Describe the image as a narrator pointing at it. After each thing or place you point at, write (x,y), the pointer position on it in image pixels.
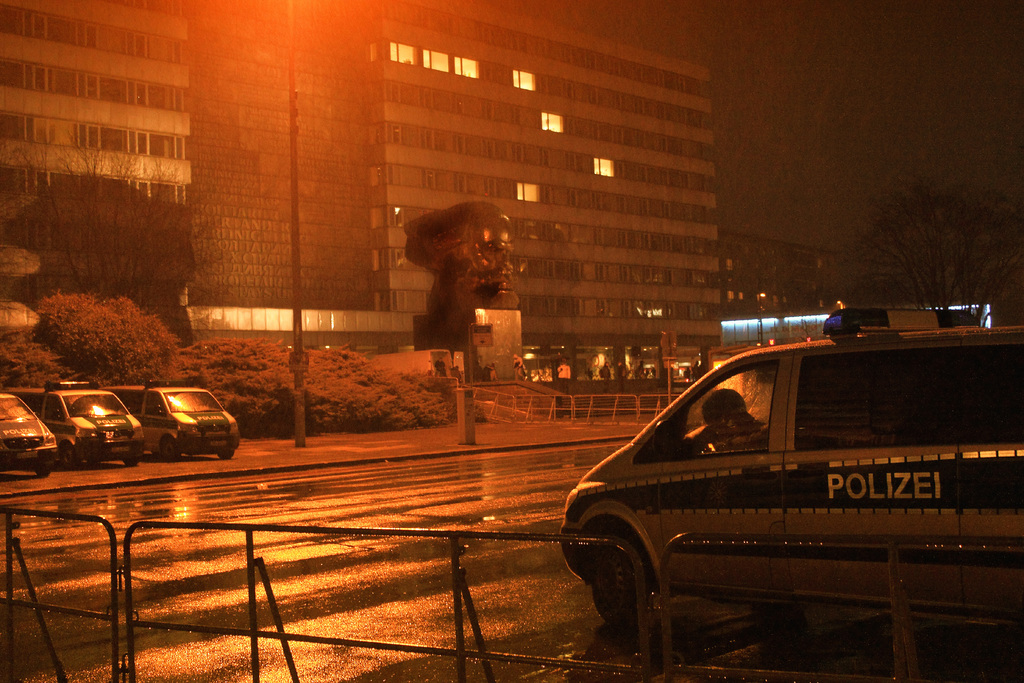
Here, we can see it's raining, at the right side (976,531) there is a car (858,554), on that POLICE is written, there is a road (235,497) and there are some cars (90,440), there are some plants (126,355) and trees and there is a building (460,144).
